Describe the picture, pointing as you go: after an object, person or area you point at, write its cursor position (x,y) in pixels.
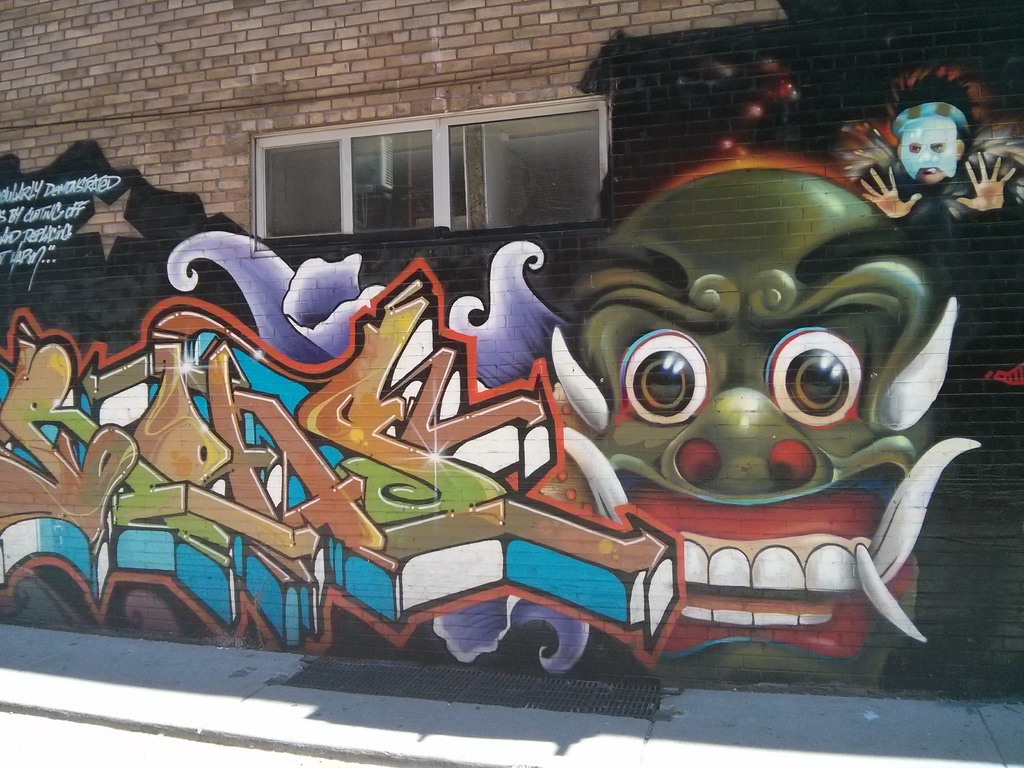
In this picture I can observe graffiti art (196,394) on the wall (291,425). I can observe green, white, red and blue colors on the wall (285,314). The wall (357,311) is in brown color. There are windows (385,177). I can observe black color on the wall (796,667).
